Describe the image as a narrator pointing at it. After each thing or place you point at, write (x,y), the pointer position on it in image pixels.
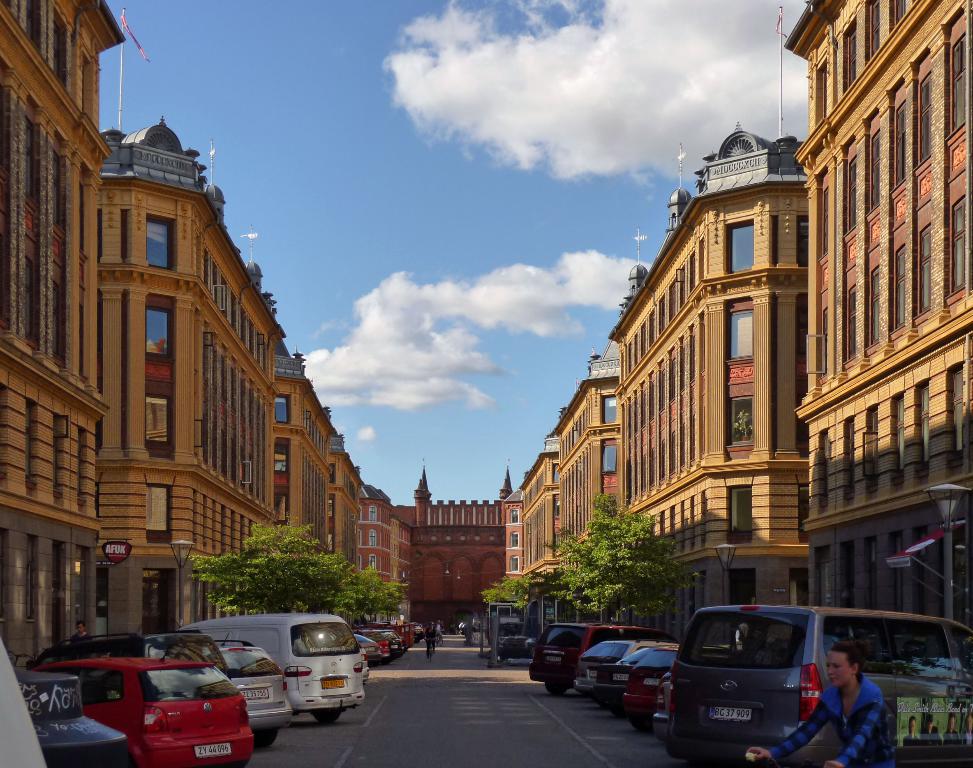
In this image I see number of cars (701,758), road (446,703) and I see few people (78,629) and in the background (31,639) I see the buildings (444,562), trees (628,575) and the cloudy sky (452,184).
